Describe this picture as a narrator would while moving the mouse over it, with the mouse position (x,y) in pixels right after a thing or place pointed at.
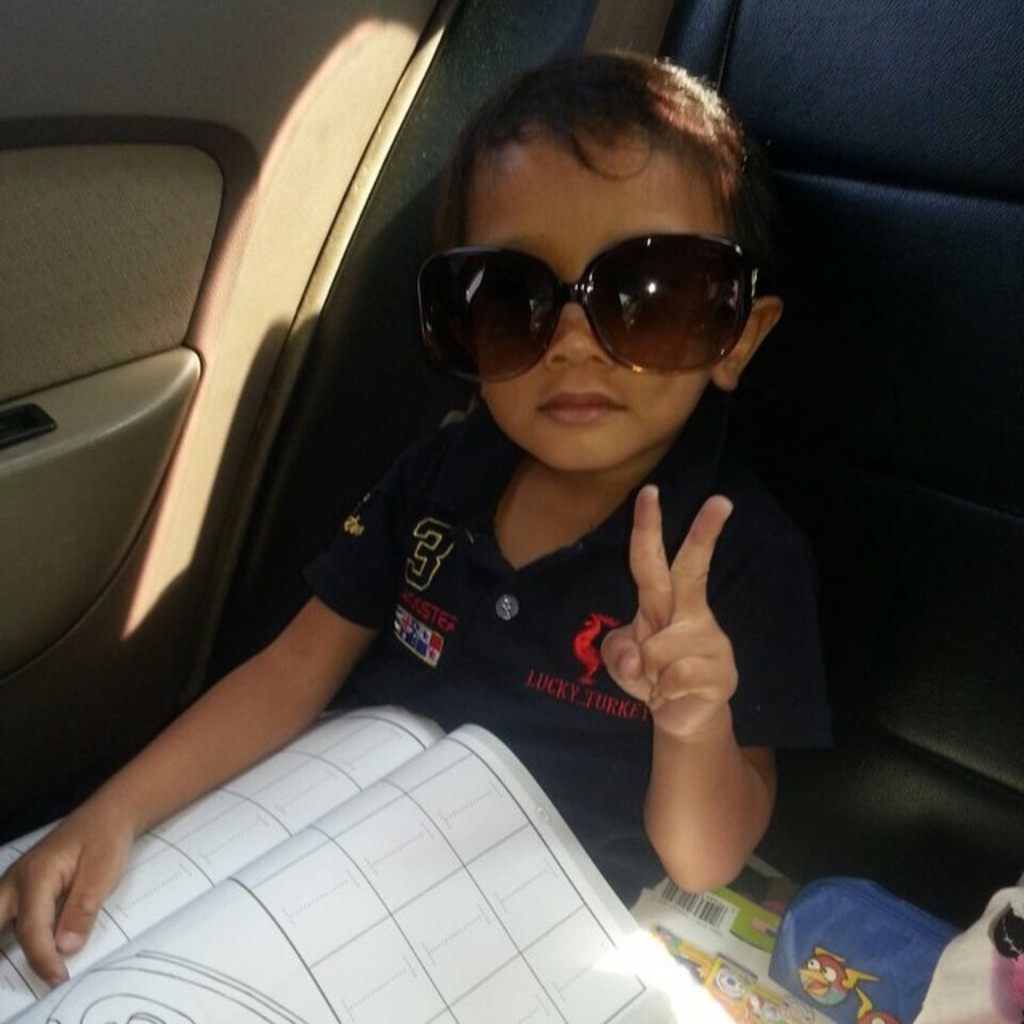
In this picture we can observe a boy (558,594) sitting in the seat (851,177) of a vehicle (5,467). There is a book (321,775) in his lap (248,868). This boy (480,597) is wearing spectacles (520,338).
